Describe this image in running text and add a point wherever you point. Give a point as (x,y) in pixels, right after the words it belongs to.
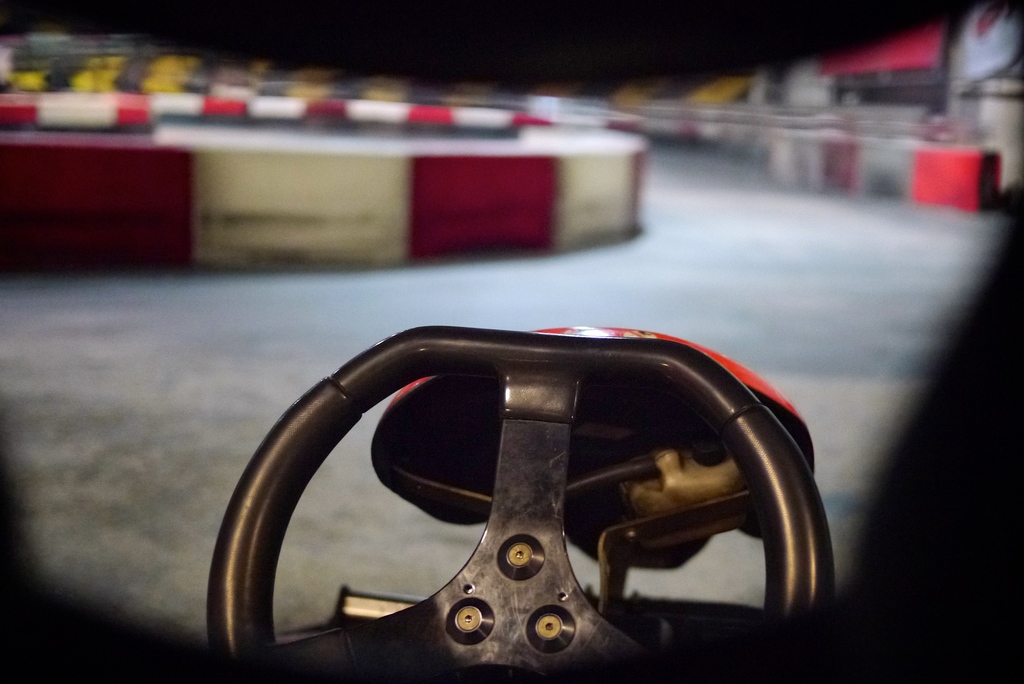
This picture might be taken inside the car (775,578). In this image, in the middle (449,395), we can see a steering (572,387), outside of the car (642,440), we can see a road (609,270).
